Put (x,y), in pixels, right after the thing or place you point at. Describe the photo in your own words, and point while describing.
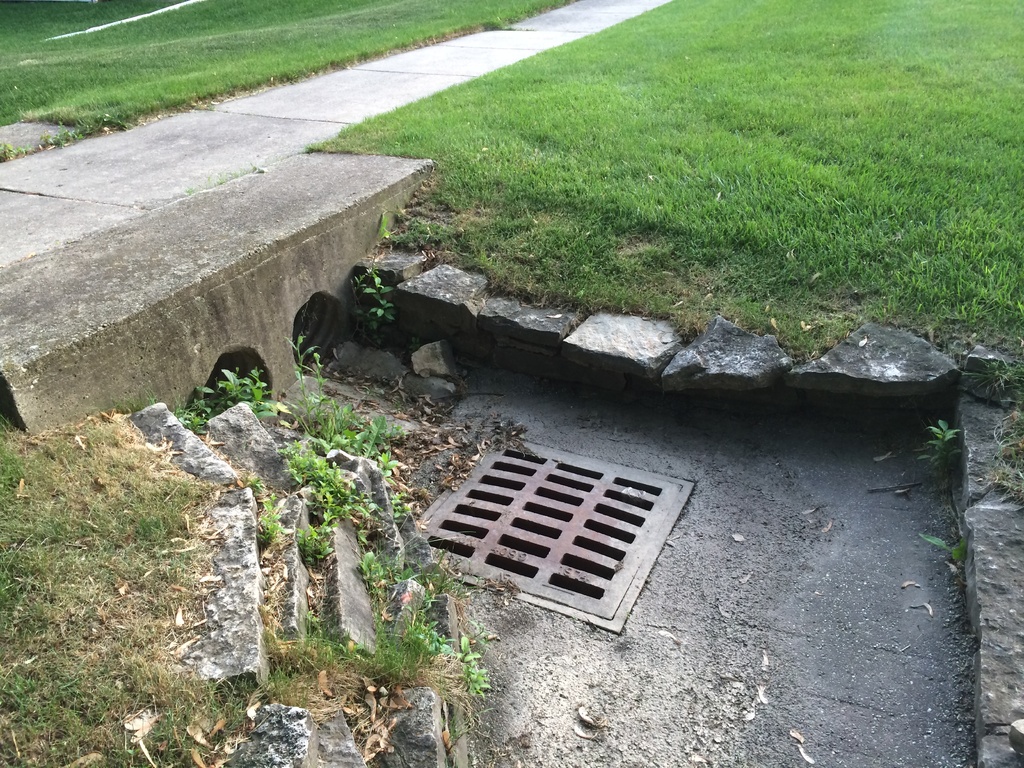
At the bottom of the image (603,545) on the floor (355,396) there is a drainage grill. And also there are stones (425,700) with grass (1017,480) and dry leaves (407,458). There is a small wall (187,372) with holes (329,325). Around that place there are stones (1012,715). At the top of the image (177,68) there is grass (261,81) on the ground (231,76) and also there is road (129,142).
